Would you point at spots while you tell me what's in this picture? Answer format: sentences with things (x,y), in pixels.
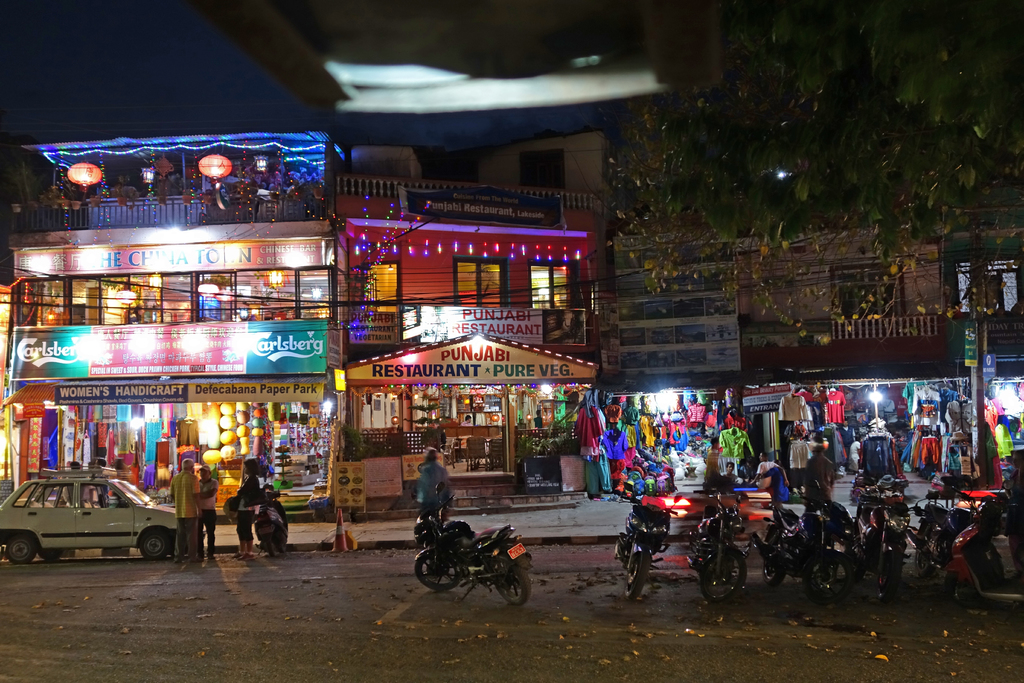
In this image we can see a group of people (208,522) standing on the ground (222,523). On the left side of the image (152,546) we can see a car (126,544) parked on the ground (153,591). In the center of the image (605,353) we can see a group of buildings (580,289) with windows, lights (488,389) and some sign boards (537,361) with some text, we can also see some chairs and a staircase (499,503). On the right side of the image (974,538) we can see group of vehicles (853,533) and a tree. At the top of the image (77,68) we can see the sky (84,44).
